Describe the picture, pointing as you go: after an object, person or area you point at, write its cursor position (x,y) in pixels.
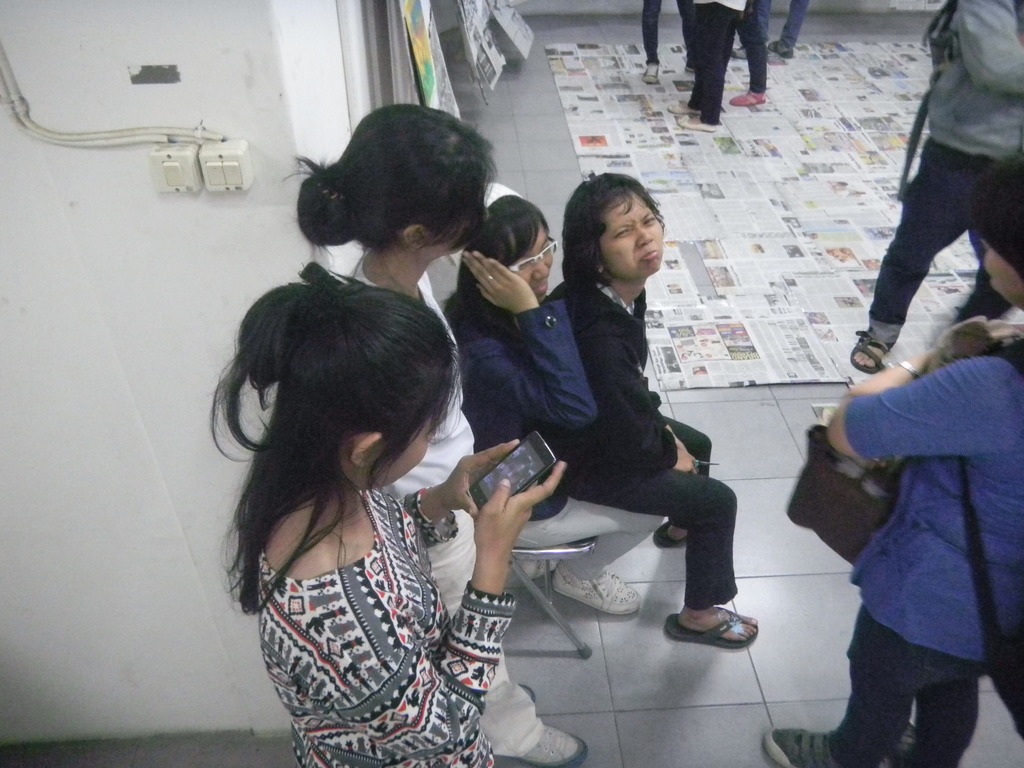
In a room (211,681) there are many newspapers (808,70) arranged on the floor (734,270) and some people (919,244) are standing on those newspapers (723,141), there are total five people (621,430) in the front (523,418) and two of them were sitting on a chair (548,540) and three of them are standing, the right side person (924,459) is wearing a bag (986,609) around his shoulder (962,426), there is a switch board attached to the wall (121,120) on the left side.
